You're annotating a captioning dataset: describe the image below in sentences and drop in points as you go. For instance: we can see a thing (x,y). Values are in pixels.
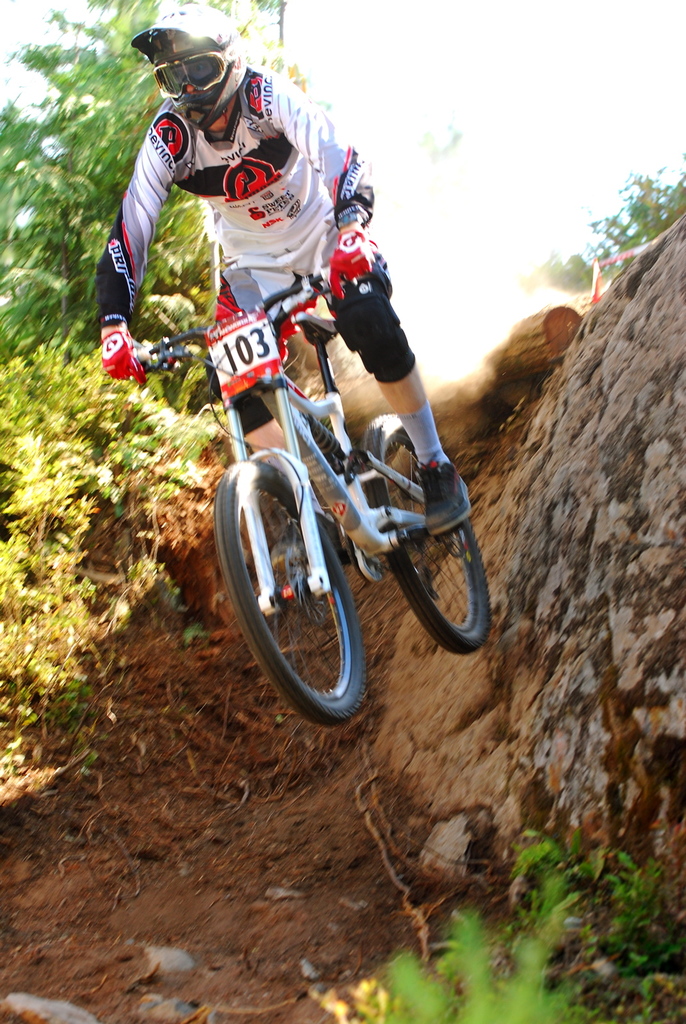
In this image I can see the person (282,260) wearing the black and white color dress (249,299) and also helmet (198,50). I can see the person (207,48) riding the bicycle (240,456). To the side of the person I can see the rock (593,559), plants (55,541) and the trees (10,194). In the background (427,302) I can see the wooden log (544,353) and the sky (457,191).
